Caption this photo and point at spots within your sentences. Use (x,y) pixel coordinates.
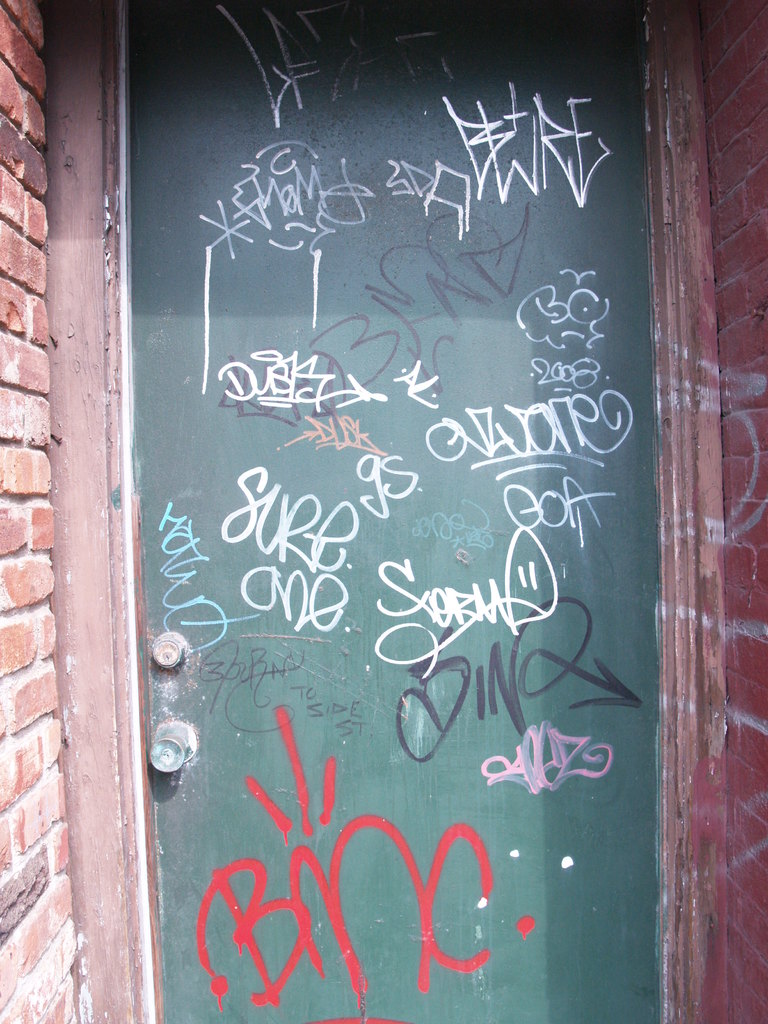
In this image we can see a door (201,352) and walls (720,374). On the door (567,19) we can see something is written on it.
